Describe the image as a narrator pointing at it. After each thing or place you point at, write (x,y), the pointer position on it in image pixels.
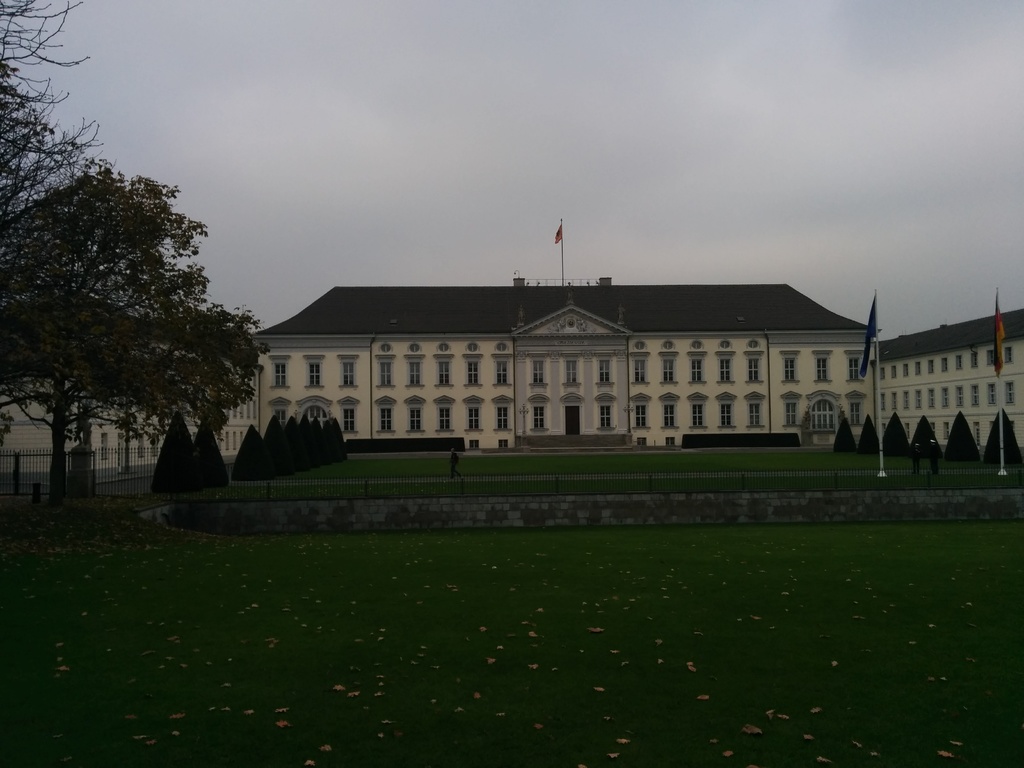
In the center of the image (623,305) we can see buildings (558,395), windows (605,416), door (571,410), flags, poles (880,414), bushes (348,438), trees (181,355), fencing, grass (570,468), wall (626,510) are there. At the top of the image (591,85) sky (611,112) is there. At the bottom of the image (632,684) we can see ground (535,660) and dry leaves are present.
